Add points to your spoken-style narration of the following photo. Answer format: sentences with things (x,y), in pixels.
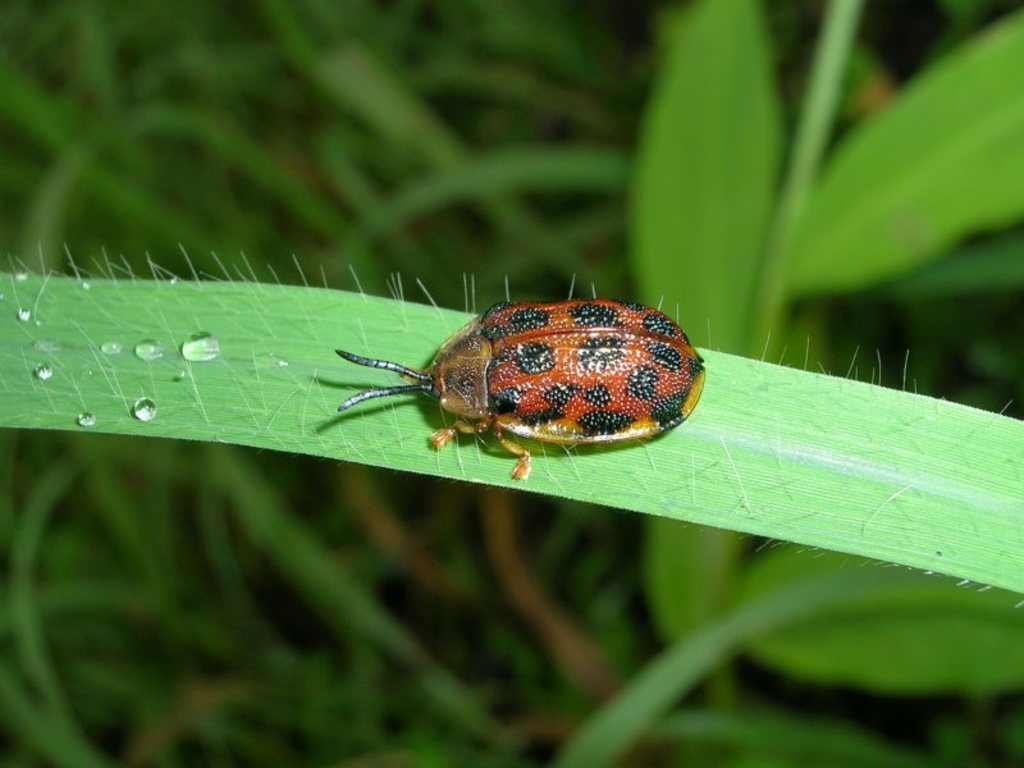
In the center of the image (598,433) we can see a bug (552,379) on the leaf (574,450). At the bottom (306,649) there are plants (680,644).
